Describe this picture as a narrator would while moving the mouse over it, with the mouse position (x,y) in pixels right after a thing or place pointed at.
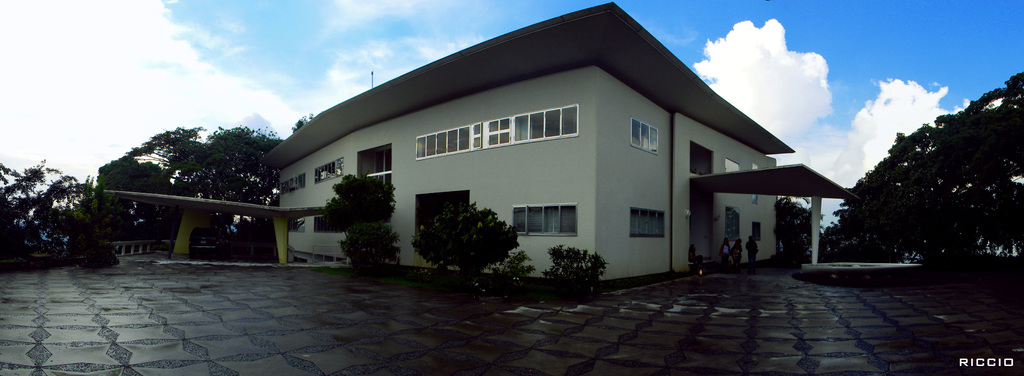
This picture is taken from outside of the building (452,178). In this image, on the right side (988,162), we can see some trees (997,154). On the right side (815,219), we can also see a pillar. On the right side (690,248), we can also see a group of people (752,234). In the middle of the image (366,213), we can see some plants (524,274) and trees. On the left side (167,217), we can see some trees (202,150), plants (114,209). In the background (418,168), we can see a building (512,133), glass window (512,133). At the top (247,81), we can see a sky (254,52) which is a bit cloudy.
